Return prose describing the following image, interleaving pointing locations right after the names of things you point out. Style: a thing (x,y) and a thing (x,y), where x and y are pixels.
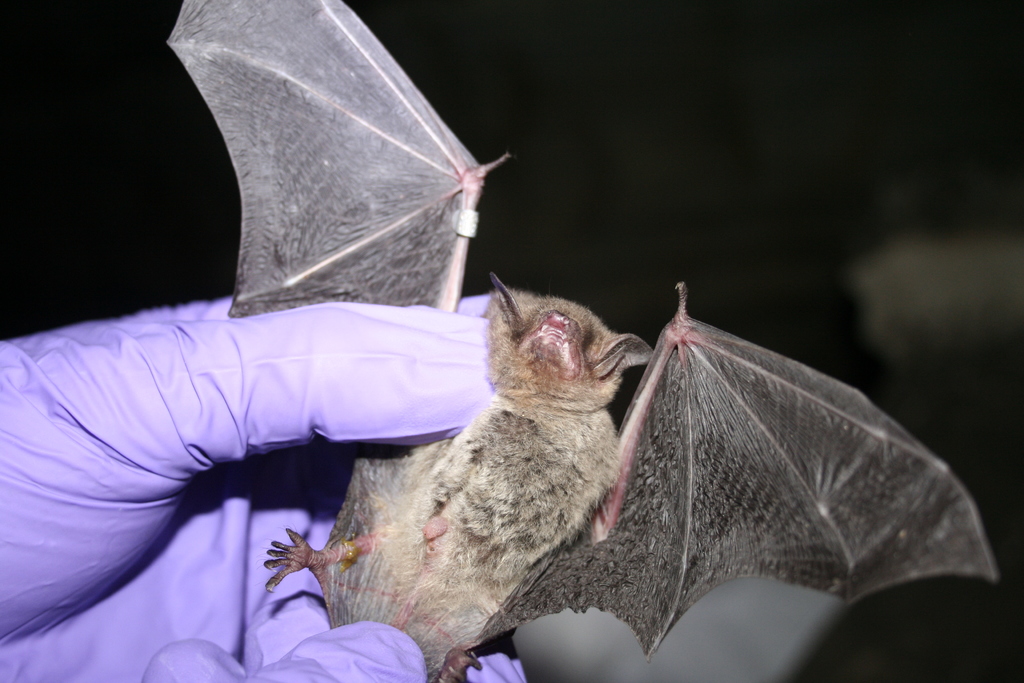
In this image, on the left corner (274,574), we can see a hand (70,482) of a person (130,561) which is covered with gloves (273,344) and holding an animal (463,432) with its wings (633,625). In the background (581,99), we can see black color.
